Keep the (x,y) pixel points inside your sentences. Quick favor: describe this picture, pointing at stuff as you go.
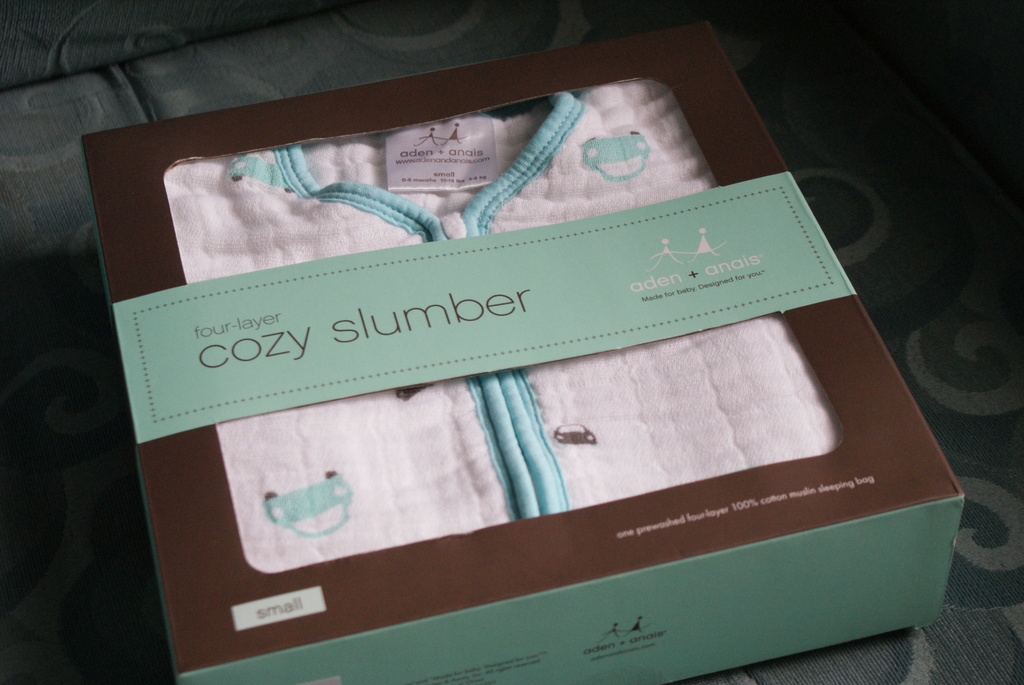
In the foreground of this image (544,348), there is a dress (445,452) in a cardboard box (846,323) which is placed on a sofa (876,263).
